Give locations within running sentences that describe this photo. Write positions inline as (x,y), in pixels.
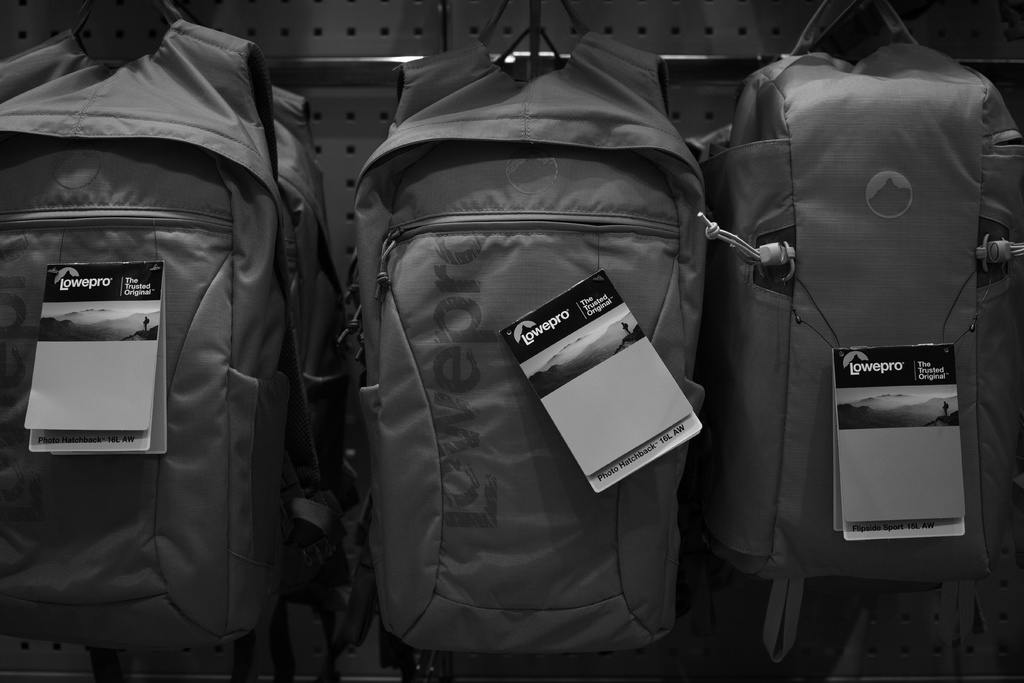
In this picture we can see three backpacks (383,422) with tags (108,399).
